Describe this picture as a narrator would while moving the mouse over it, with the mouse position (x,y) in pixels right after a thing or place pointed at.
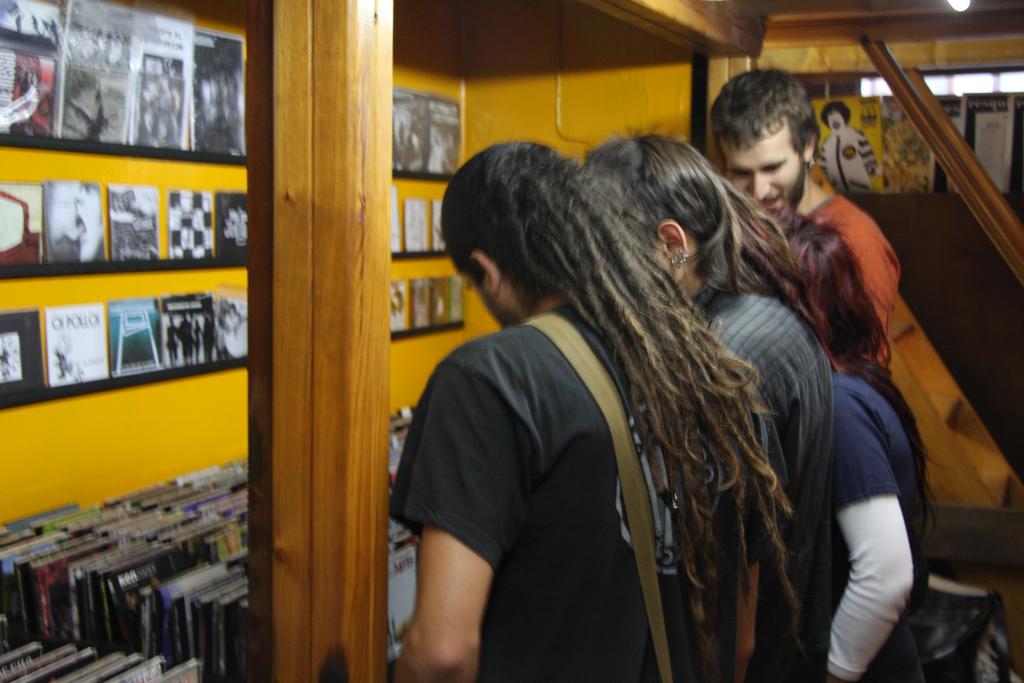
In this image, I can see few people (852,518) standing. In front of the people (483,418), those are looking like the books (199,295) and magazines (201,552). There is a wooden pole (341,240). In the background (845,181), I can see few other books (985,135) and objects (973,189).
